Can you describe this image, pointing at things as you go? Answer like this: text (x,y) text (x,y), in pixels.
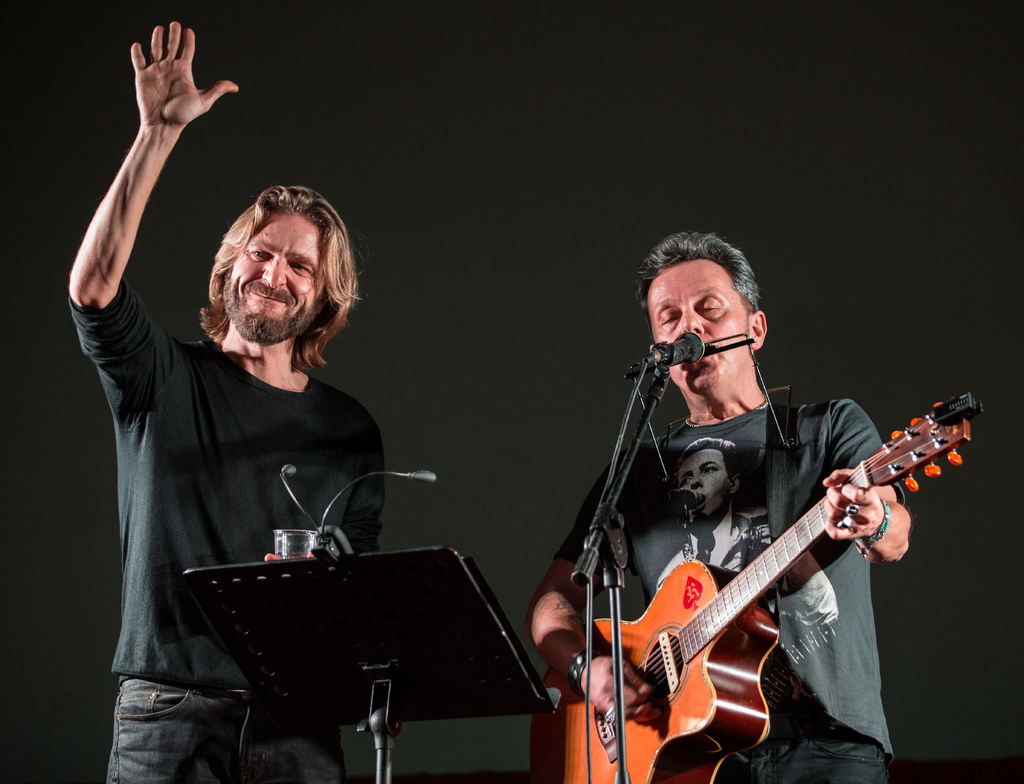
In this picture there is a man (248,424) wearing a black t shirt (241,463) is standing. There is also other man (747,476) wearing a grey shirt (731,501) is playing a guitar (649,628) and singing. There is a mic (661,360).
